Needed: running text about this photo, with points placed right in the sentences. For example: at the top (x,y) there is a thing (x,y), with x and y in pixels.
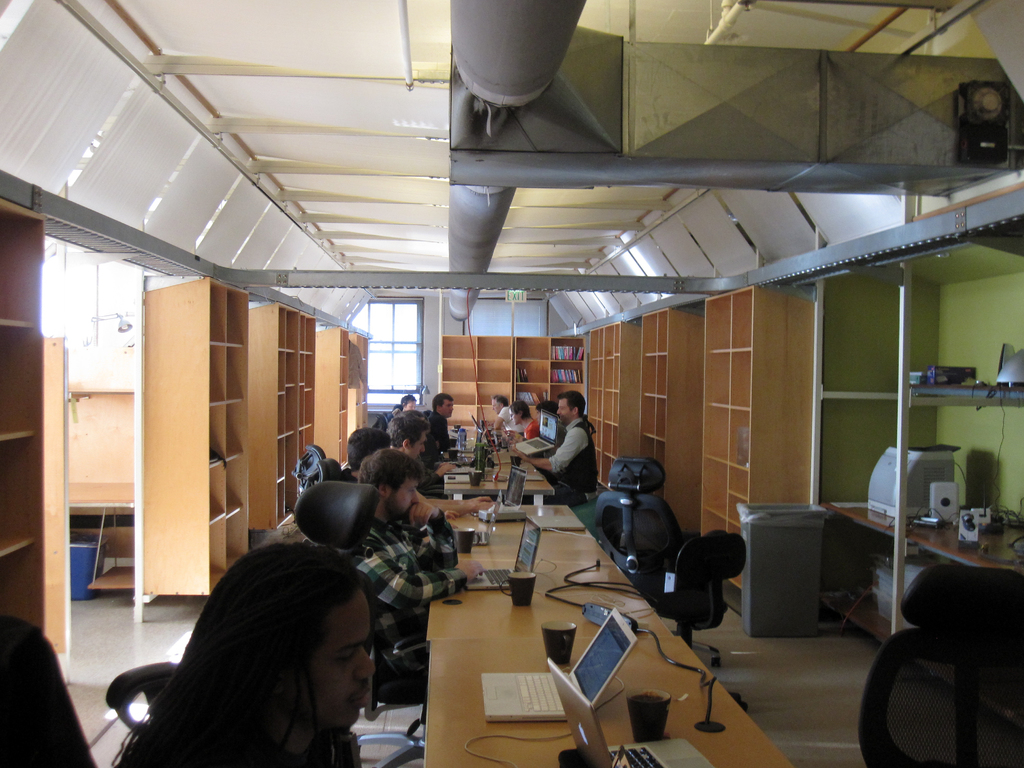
It looks like an office room (813,422), many people (419,449) are sitting on the chairs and working in their laptops (485,510). These are the shelves (710,421).
